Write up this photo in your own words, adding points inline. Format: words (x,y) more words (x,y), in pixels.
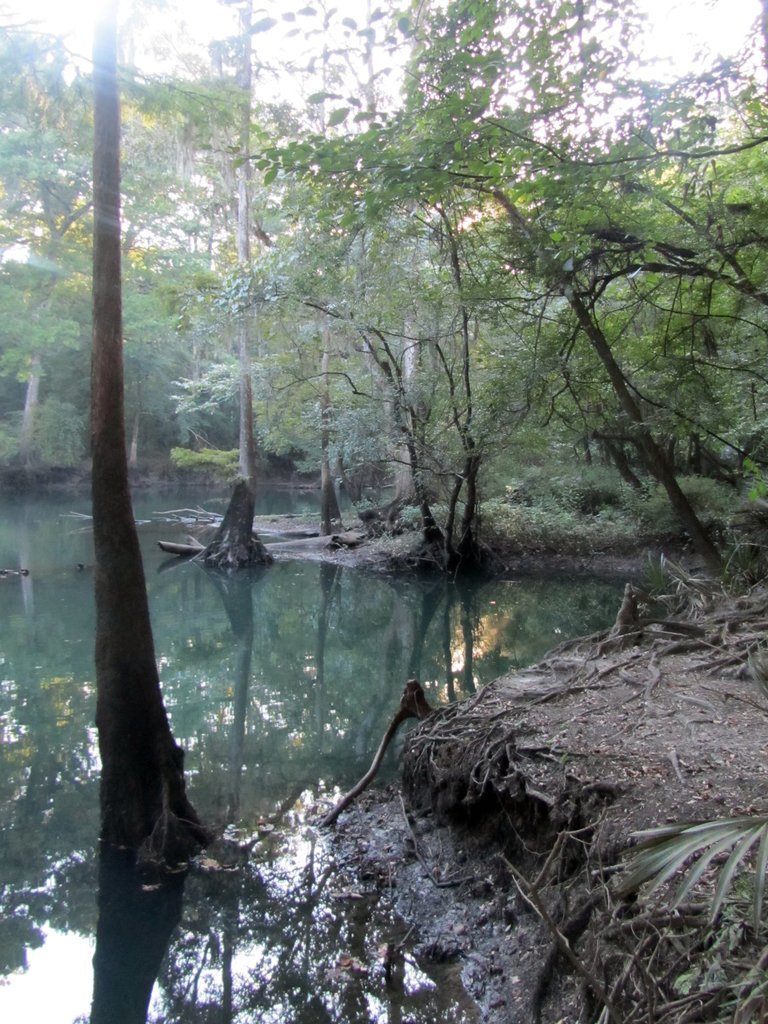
This picture is clicked outside the city. In the foreground (398,893) we can see the ground (568,774) and a water body (331,669). In the background (496,46) there is a sky (651,15) and the trees (558,378) and some plants (569,500).
